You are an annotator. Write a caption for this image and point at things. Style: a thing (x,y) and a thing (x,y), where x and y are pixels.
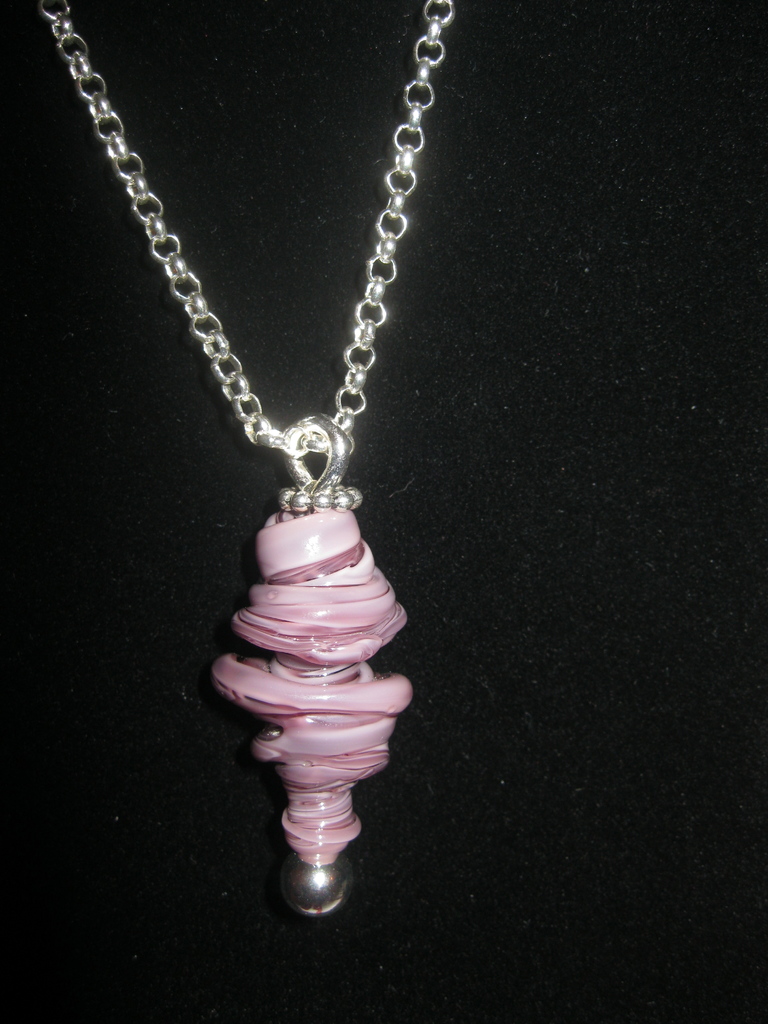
In the image in the center (344,435) we can see one chain necklace (286,455) and pendant (318,552).
